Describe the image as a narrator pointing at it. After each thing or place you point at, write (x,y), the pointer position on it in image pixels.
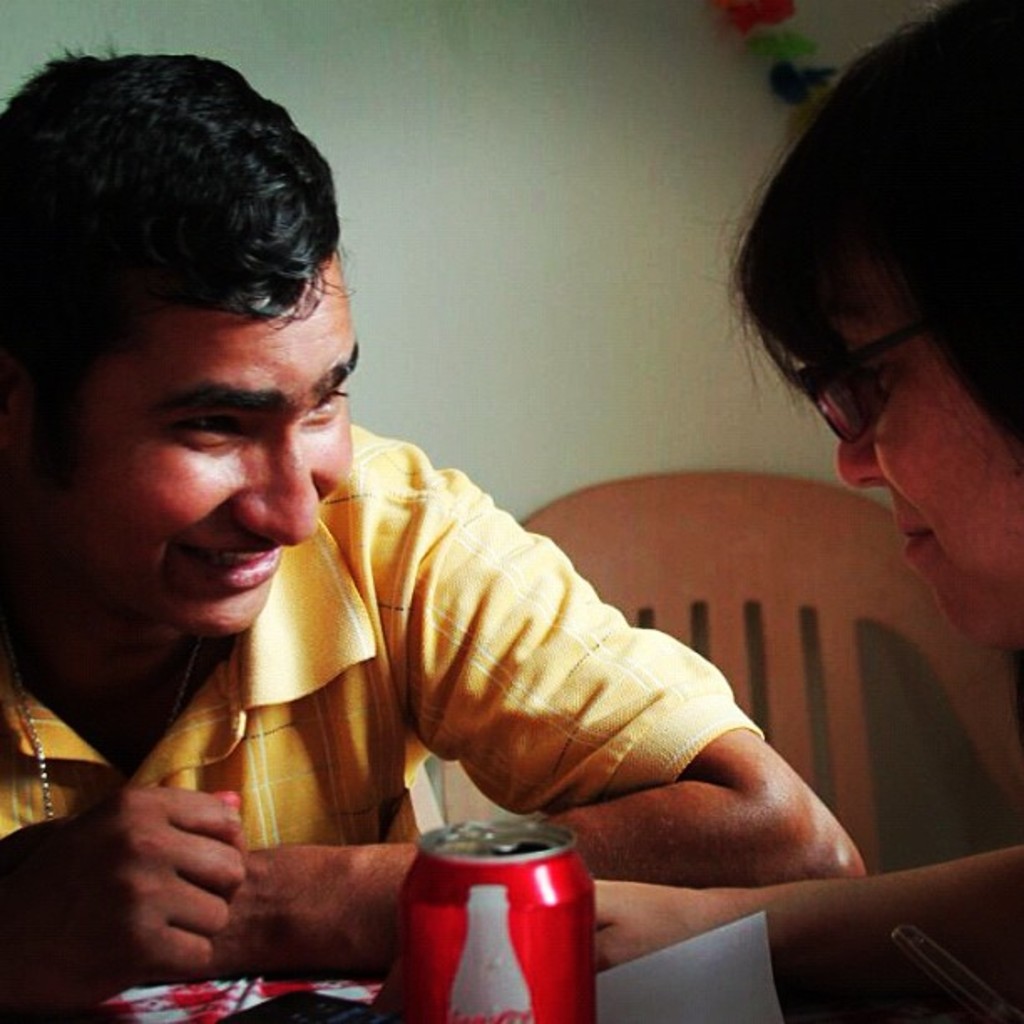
In the image I can see two people (7,814) who are sitting in front of the table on which there is a tin (504,897) and also I can see a chair (678,505) to the side.
